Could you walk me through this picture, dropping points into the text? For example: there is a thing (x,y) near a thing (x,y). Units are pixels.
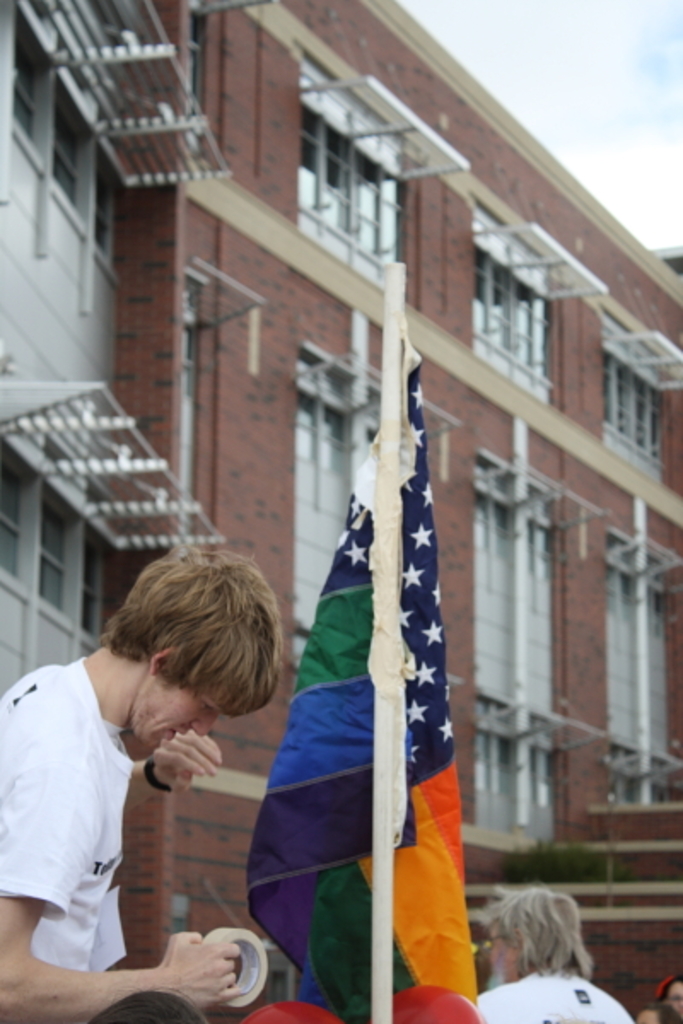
In this image I can see some people (557,984). I can see the flag (340,729). In the background (234,386), I can see a building (335,268) with the windows (507,499). At the top (615,107) I can see clouds (614,99) in the sky (614,99).
